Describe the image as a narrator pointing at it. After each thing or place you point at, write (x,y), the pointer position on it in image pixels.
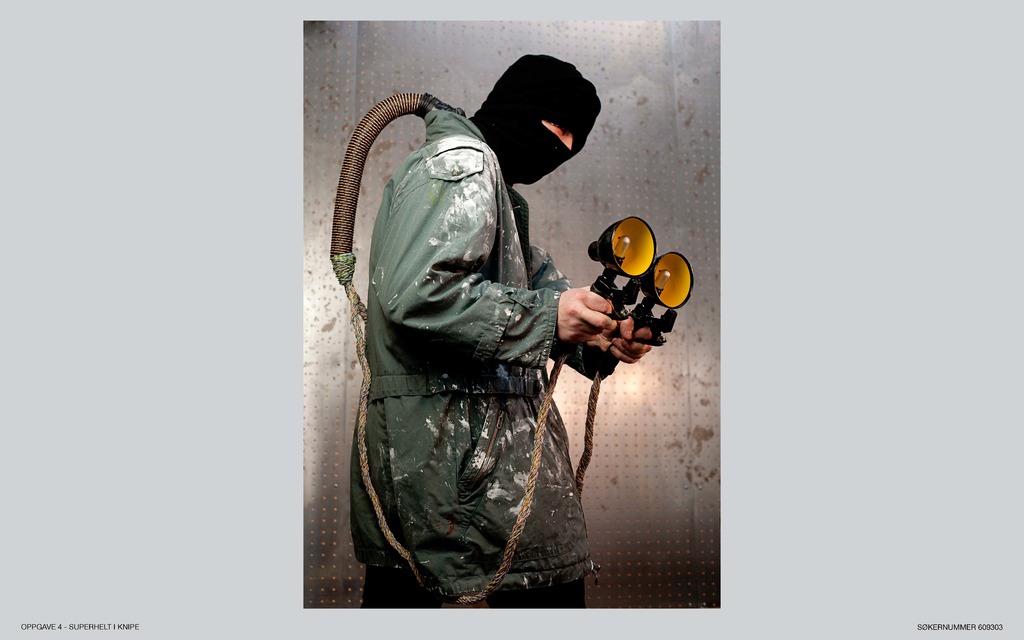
In the image there is a person (566,137) with black mask (584,114) and jacket (469,295) holding lights (613,291) in his hand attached to a rope (499,584) to his neck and behind him there is metal wall (581,59).
